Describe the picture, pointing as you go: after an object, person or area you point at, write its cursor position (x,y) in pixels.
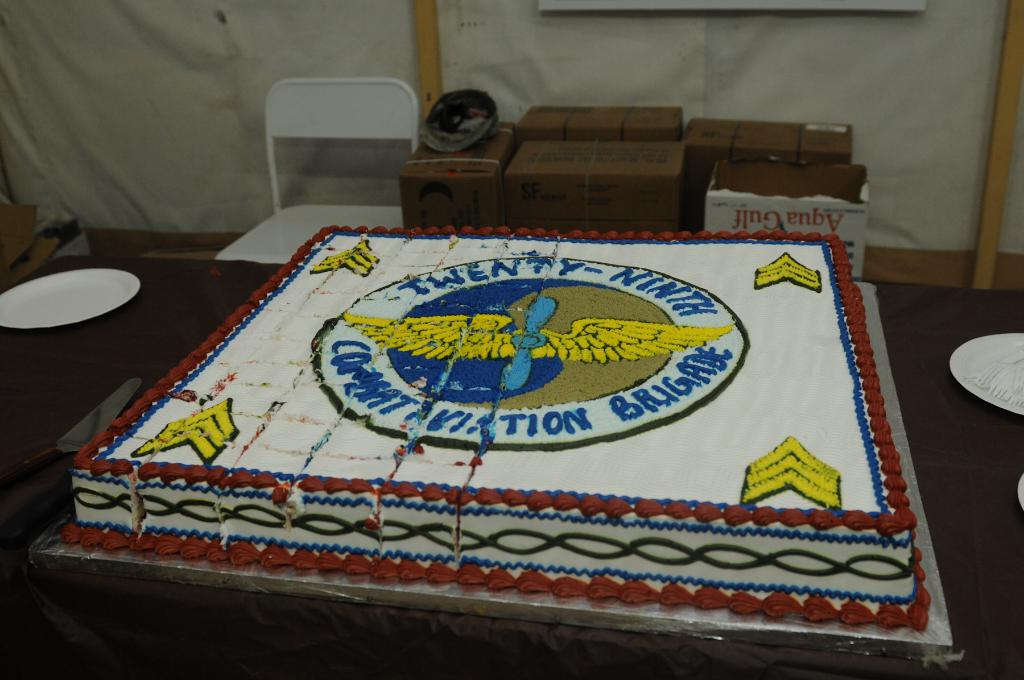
In this picture there is a big white color cake (507,493) placed on the table top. Behind there is a white color chair (324,217) and some brown carton boxes (529,156). In the background (635,74) we can see the white color plastic curtain (812,74).
